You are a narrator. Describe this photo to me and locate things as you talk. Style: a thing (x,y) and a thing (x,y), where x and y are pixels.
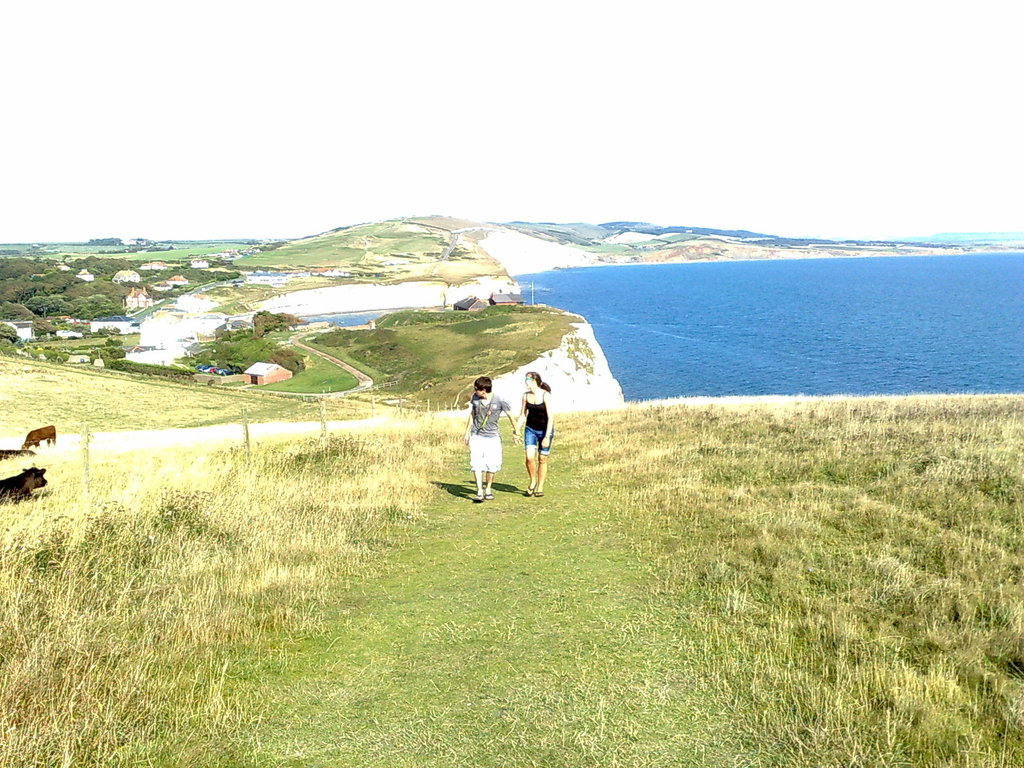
In the center of the image (490,407) there is a man (490,440) and woman (538,433) walking on the grass (512,651). On the right side of the image (818,625) we can see grass (831,631), water (809,393) and hills (896,253). On the left side of the image (85,497) we can see animals (31,486), houses (145,339), buildings (163,358), road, grass (347,375), trees (18,301). In the background (231,137) there is a sky (253,134).
